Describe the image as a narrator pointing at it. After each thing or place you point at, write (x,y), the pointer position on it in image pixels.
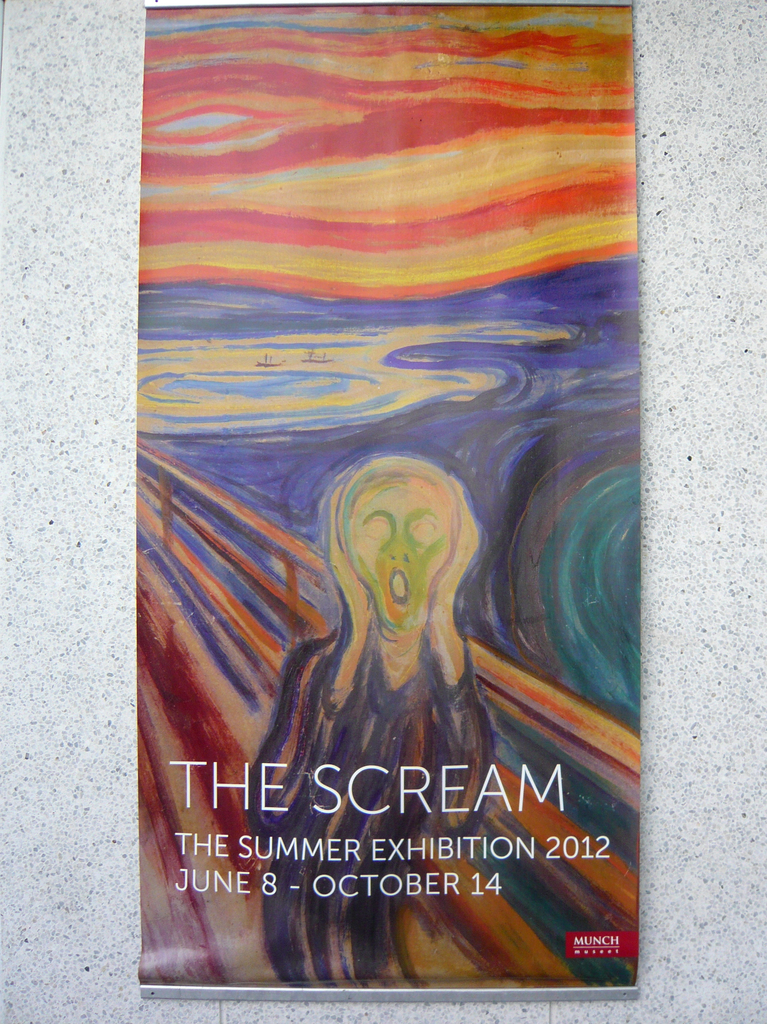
In this image, we can see a banner (278,172) on the wall (682,414) contains depiction of a person (395,574) and some text (401,862).
